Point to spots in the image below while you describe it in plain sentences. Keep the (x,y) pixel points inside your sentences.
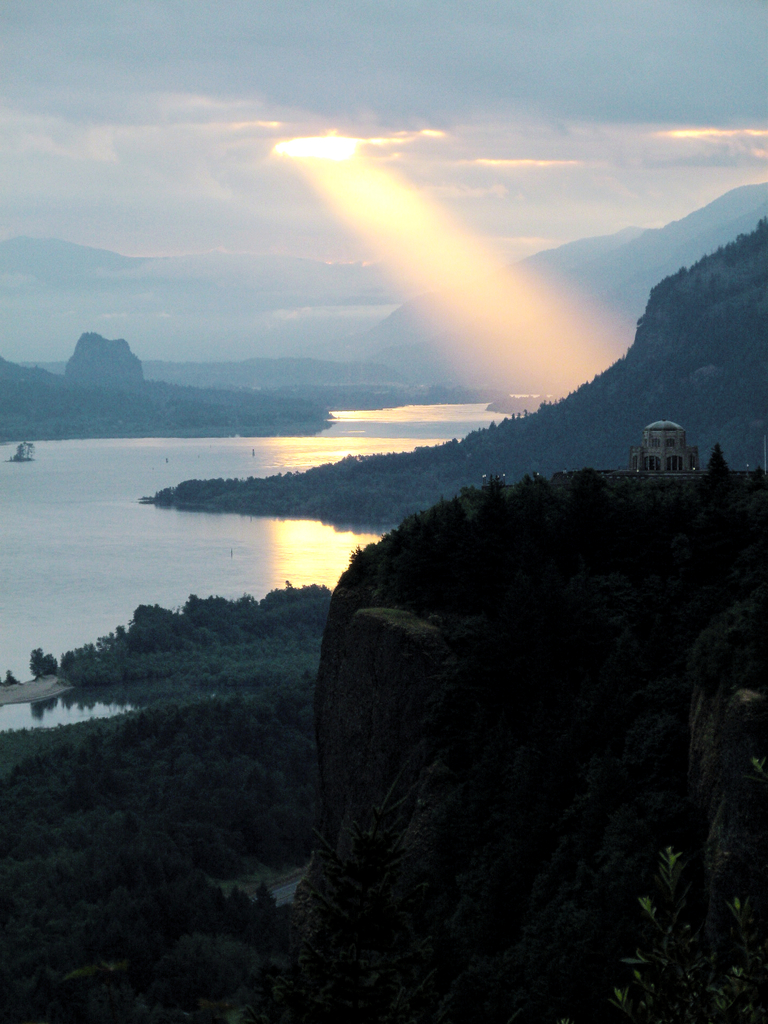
In this picture we can see few trees (187,482), water (83,511), hills (186,426) and clouds (261,241), and we can see a building (673,451) on the right side of the image (684,466).
